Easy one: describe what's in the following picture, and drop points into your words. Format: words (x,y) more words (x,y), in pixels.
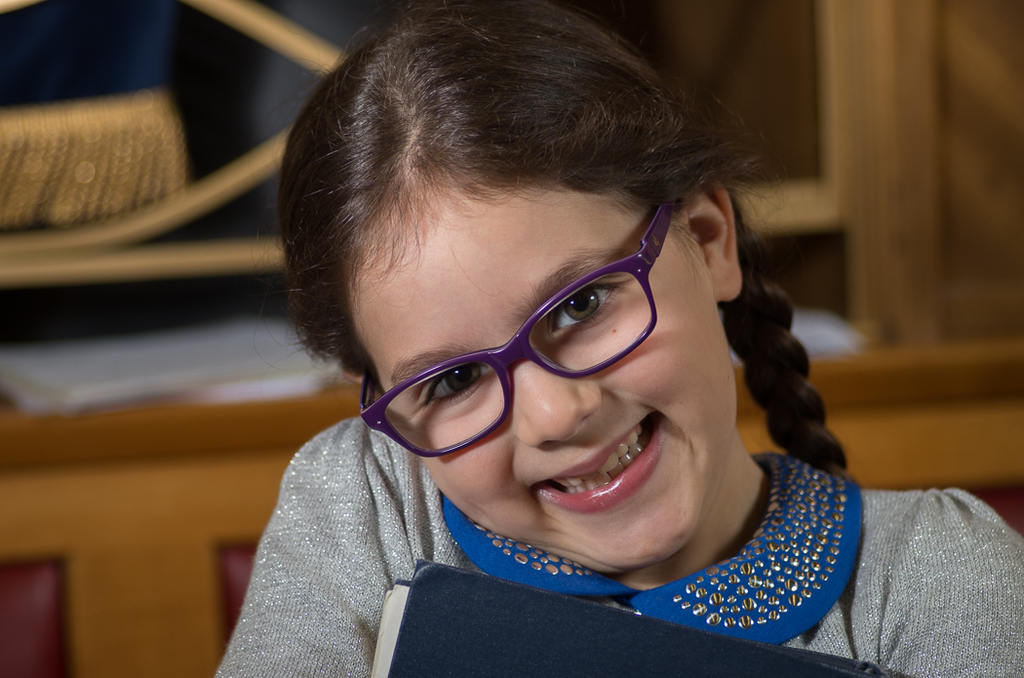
In the middle of the image (431,231), there is a girl (524,103) in gray color T-shirt (960,539), wearing spectacles (394,439), smiling and holding a book (436,671). And the background (15,569) is blurred.
